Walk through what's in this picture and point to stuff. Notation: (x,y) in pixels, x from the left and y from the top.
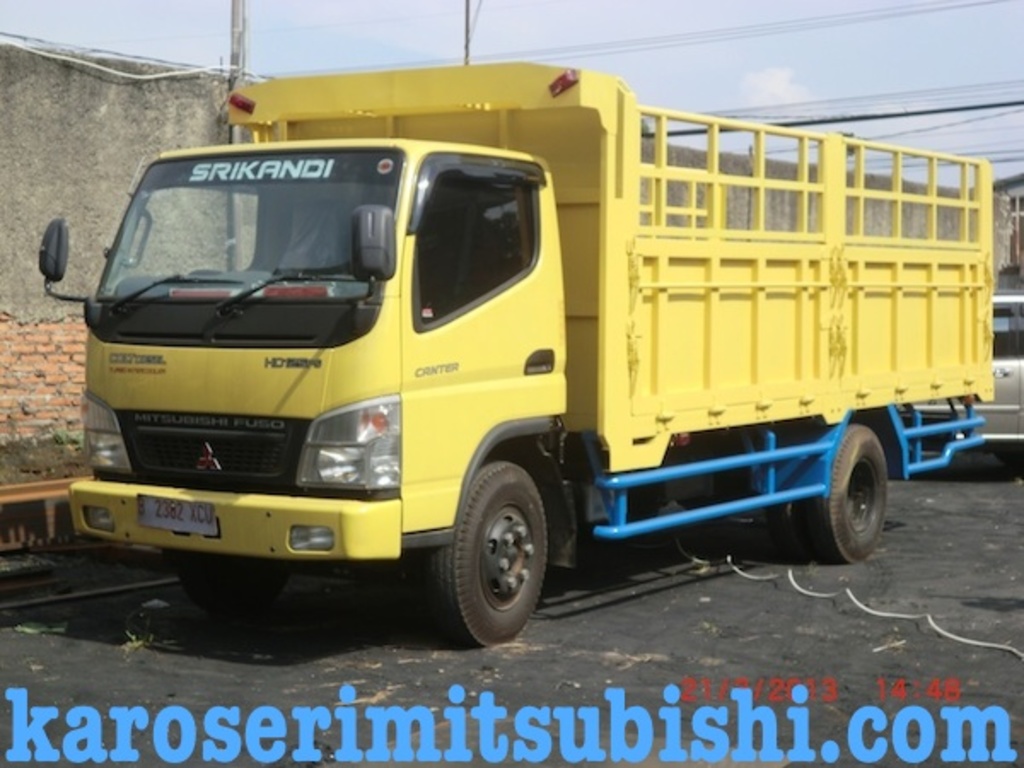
In this picture, we see a vehicle (489,279) in yellow color is parked on the road (645,650). Behind that, we see a car (1003,368). In the background (65,132), we see a wall (79,159) which is made up of bricks (26,336). Beside that, we see the electric poles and wires (854,118). At the bottom (714,634), we see the road (660,650) and we even see some text (162,715) written. At the top (789,56), we see the sky (775,56). This might be an edited image.
